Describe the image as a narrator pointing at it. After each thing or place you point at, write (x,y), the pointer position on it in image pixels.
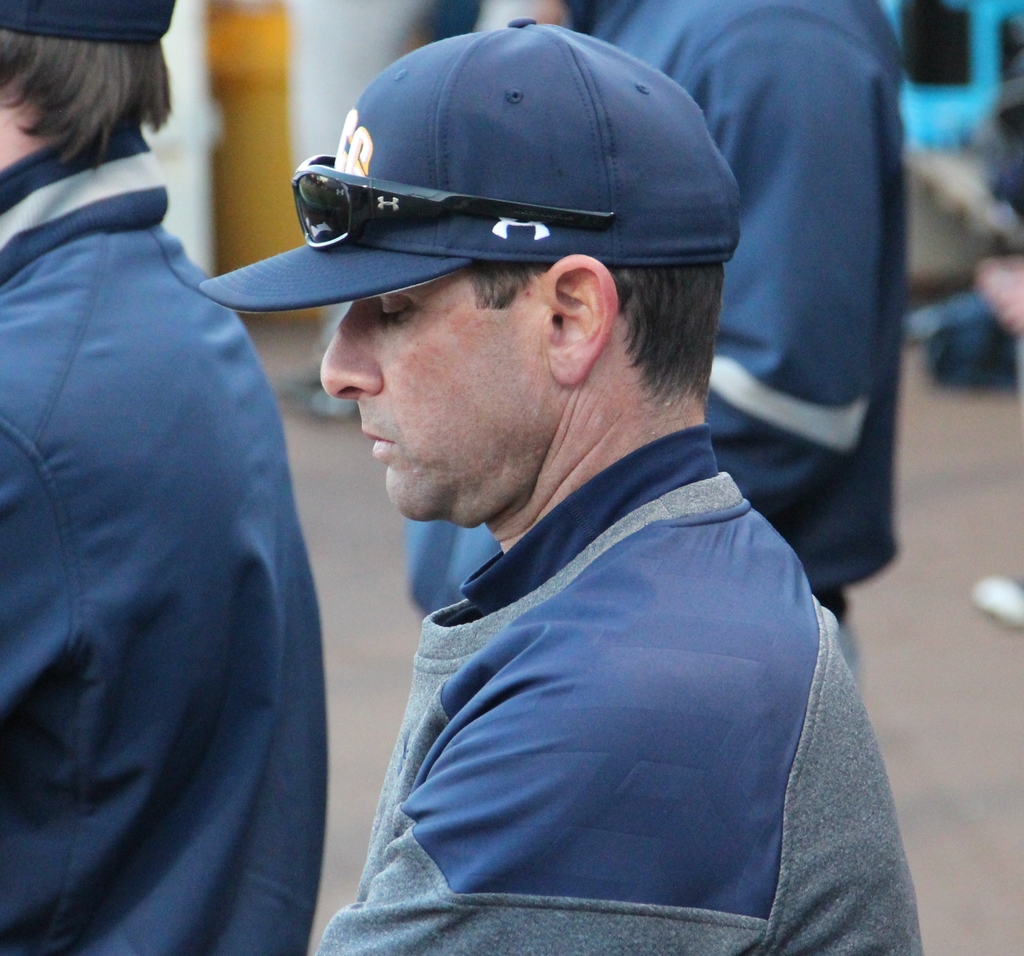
In the image we can see there are three people (563,80) standing. A man (496,416) in between he is wearing a jacket (563,680) and cap (497,156). The black shades (424,199) are kept on the cap (498,85).
